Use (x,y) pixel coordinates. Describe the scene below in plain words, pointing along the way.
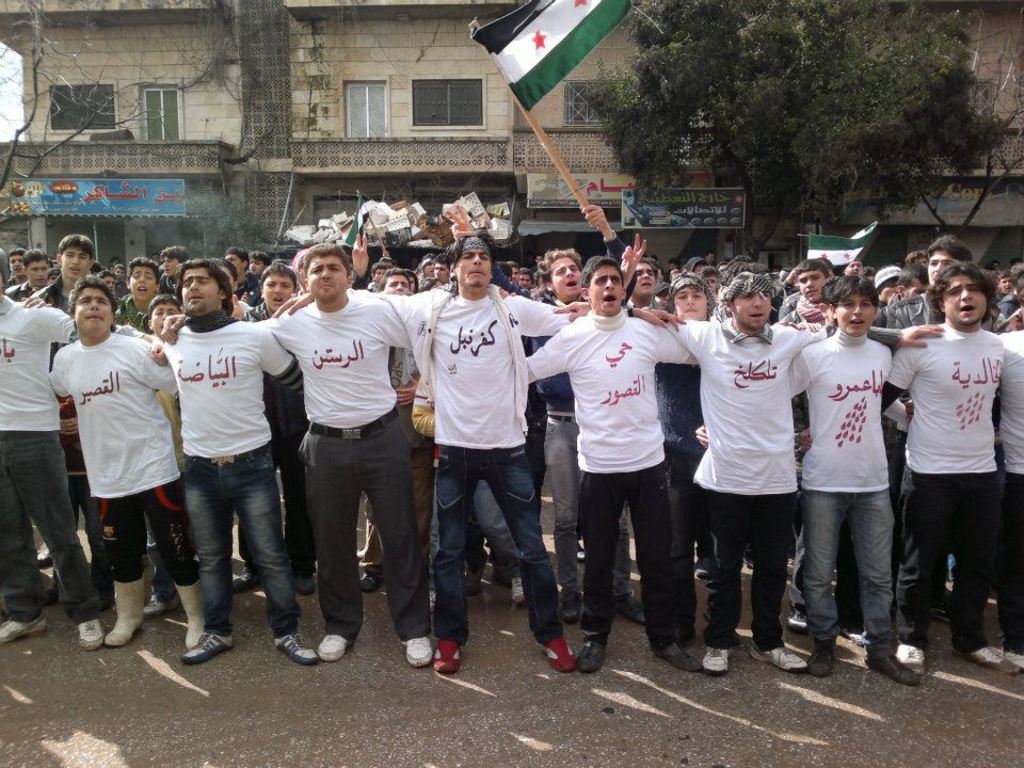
A group of people (506,479) are standing and shouting, they wore white color t-shirts (582,391). Behind them there is a building (367,87), on the right side (916,177) there are trees (840,189).
